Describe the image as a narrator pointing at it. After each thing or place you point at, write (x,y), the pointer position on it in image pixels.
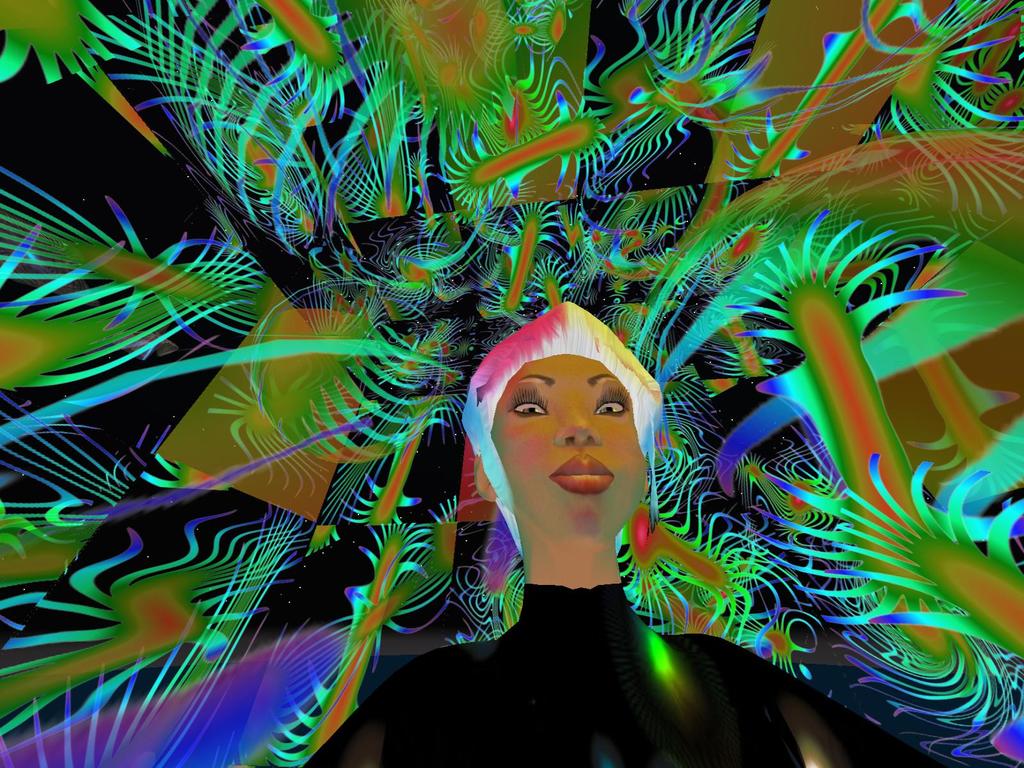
This image looks like an animated photo, in which I can see a woman (611,581) and short white and pink hair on her head (610,447).
